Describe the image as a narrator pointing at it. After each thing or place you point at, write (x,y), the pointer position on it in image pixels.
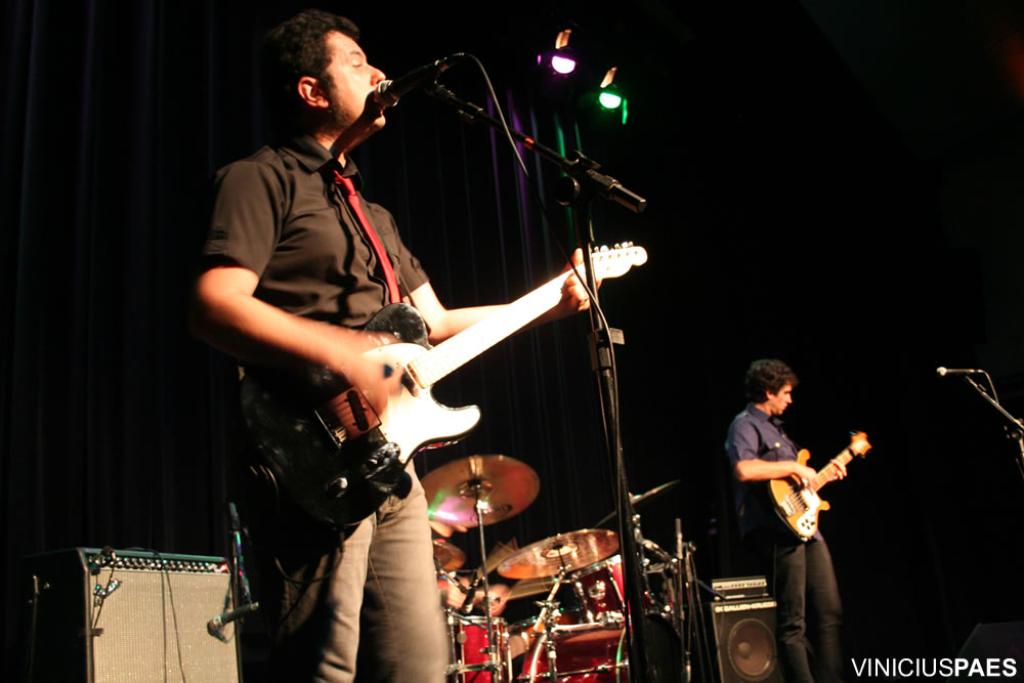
A man (360,79) is singing with a mic (384,89) in front of him. Beside him there is another man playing guitar (848,450). There are drum set (510,494) and two speakers (188,640) in the background (136,629).
